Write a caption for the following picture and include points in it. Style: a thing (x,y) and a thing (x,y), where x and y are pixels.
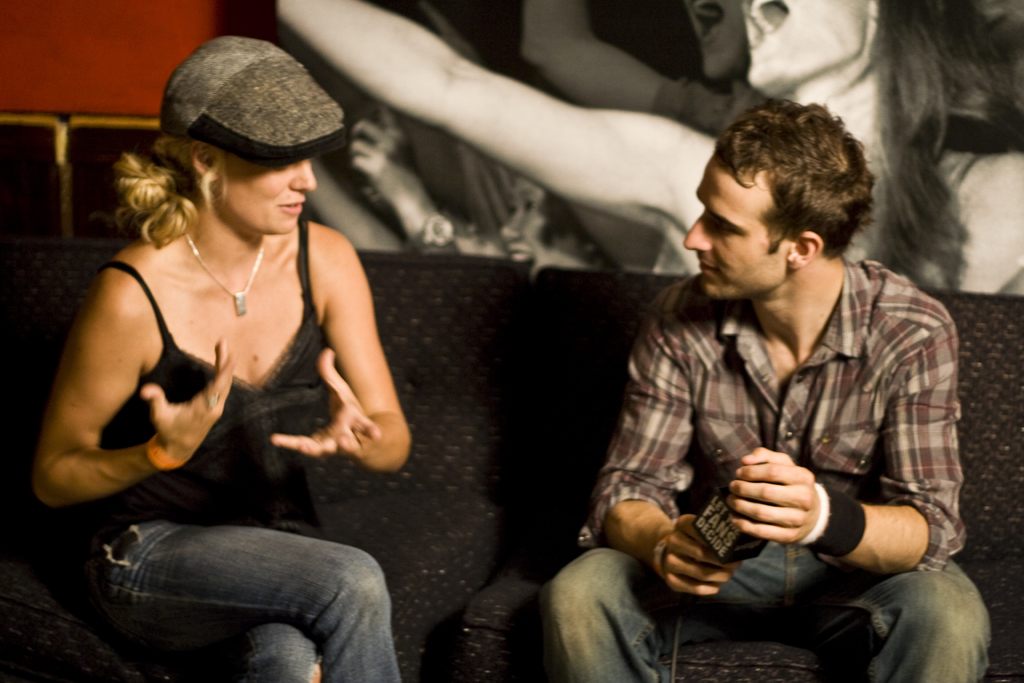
In front of the image there is a man (834,382) and a woman (270,385) sitting on the sofa (601,388), the man (729,465) is holding a box (716,505) in his hand (776,523), behind them there is a poster (352,217) on the wall (98,210).
